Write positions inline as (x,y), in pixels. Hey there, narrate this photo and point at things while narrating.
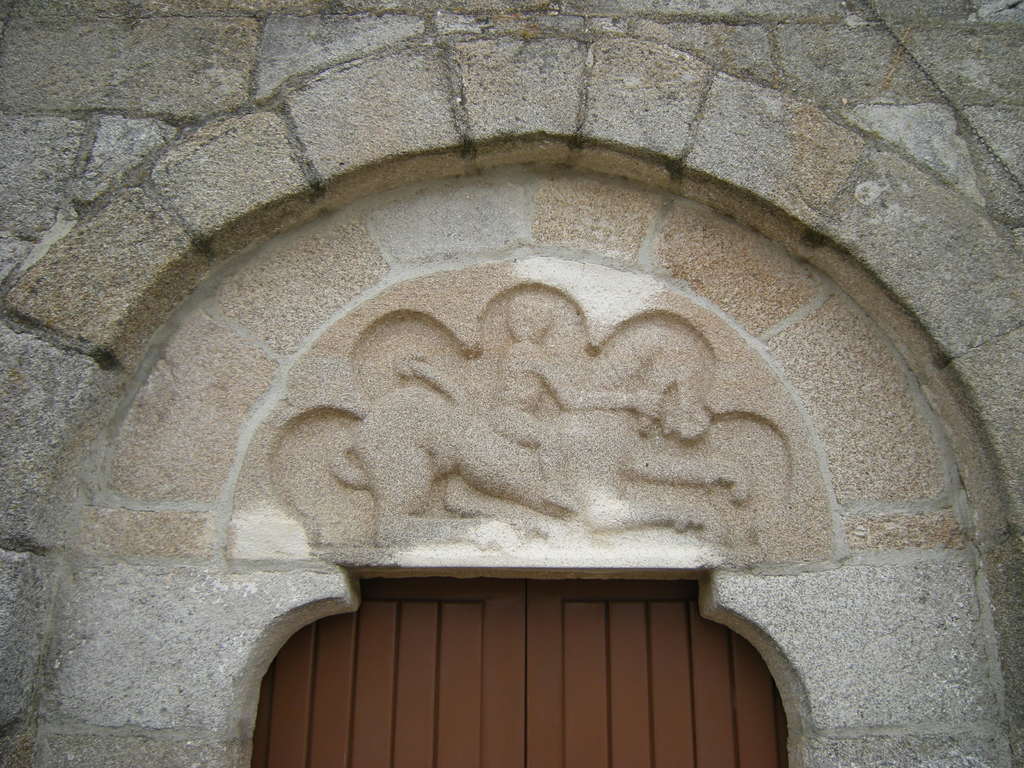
In this image I can see a building wall (747,347), sculptures (638,421) and door (521,601). This image is taken may be during a day.
